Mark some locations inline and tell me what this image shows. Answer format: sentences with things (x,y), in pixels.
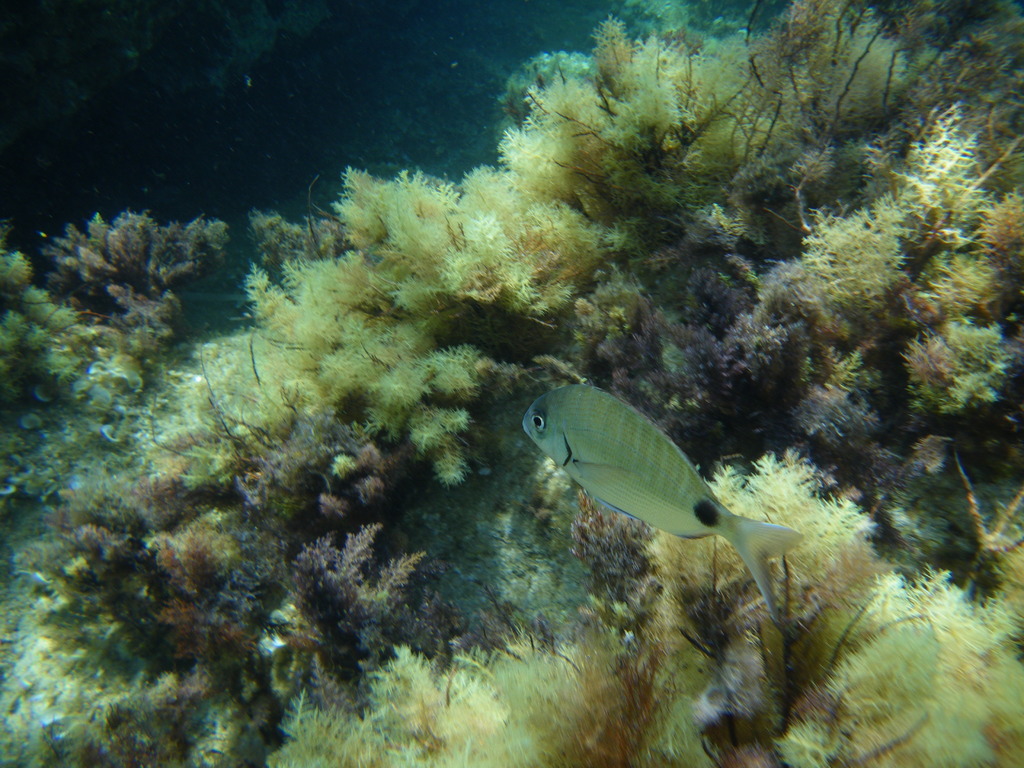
In the image we can see fish (640,450) and water marine (562,280).
